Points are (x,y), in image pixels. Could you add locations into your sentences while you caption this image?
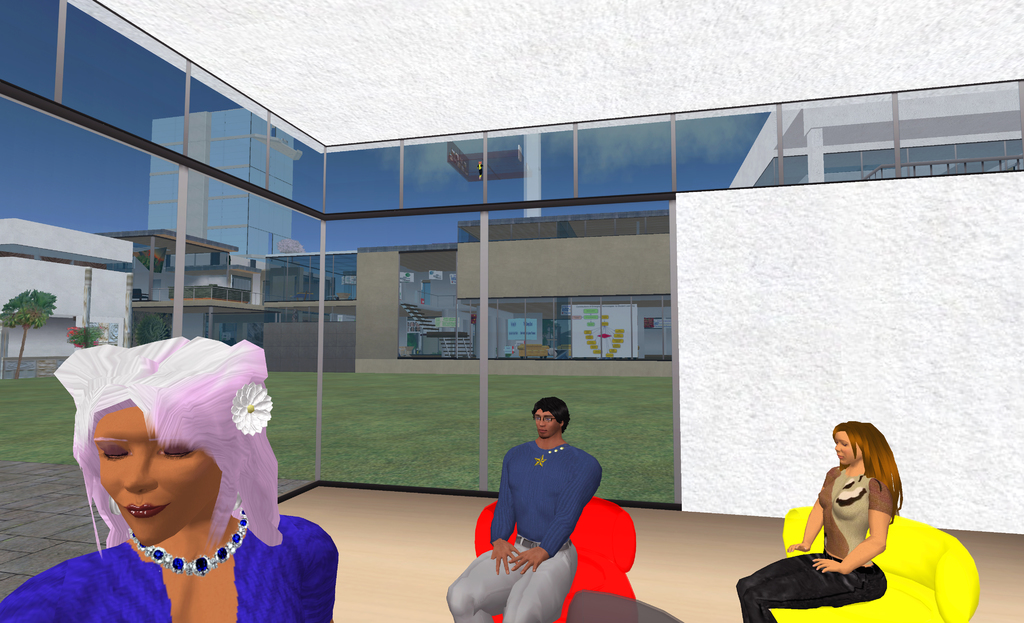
This is an animated image. On the left (165,580) there is a woman (254,573). In the center (544,410) there is a man (553,505) sitting in couch (583,535). On the right (815,563) there is a woman (831,575) sitting in couch (888,580). In the center (513,290) there is a glass window (310,315), outside the window (491,323) there are buildings (169,299), trees (32,303) and grass (287,396). Sky (115,158) is clear.
